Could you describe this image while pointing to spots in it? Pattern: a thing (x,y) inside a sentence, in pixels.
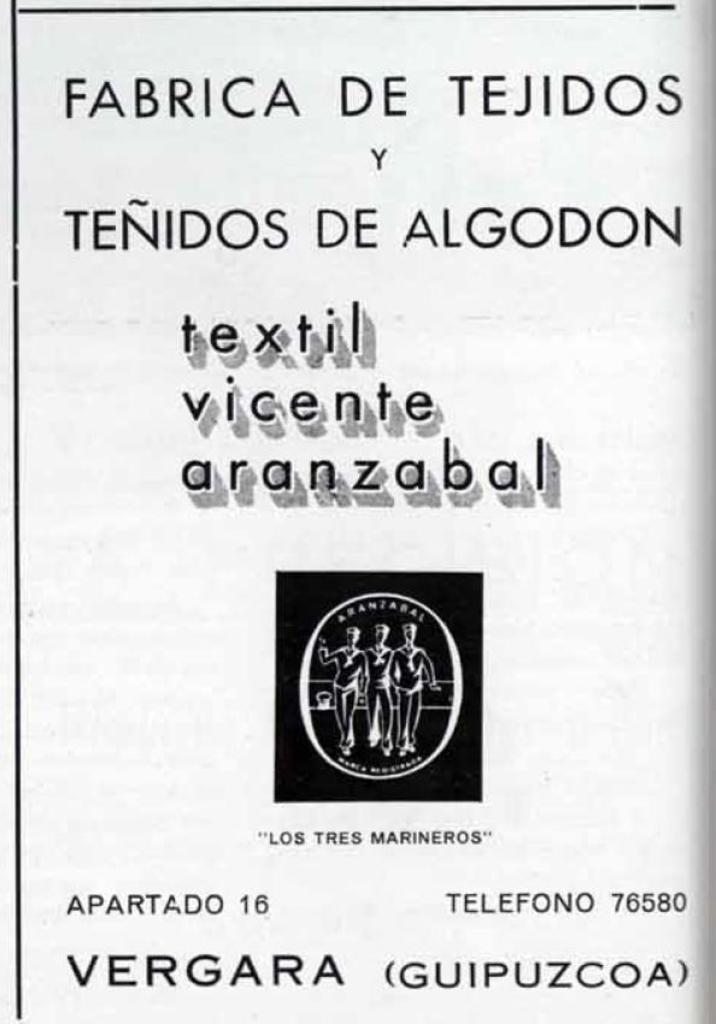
In this picture we can see some text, numbers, images (405,629) of a few people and other things (307,646) on the poster (423,329).
